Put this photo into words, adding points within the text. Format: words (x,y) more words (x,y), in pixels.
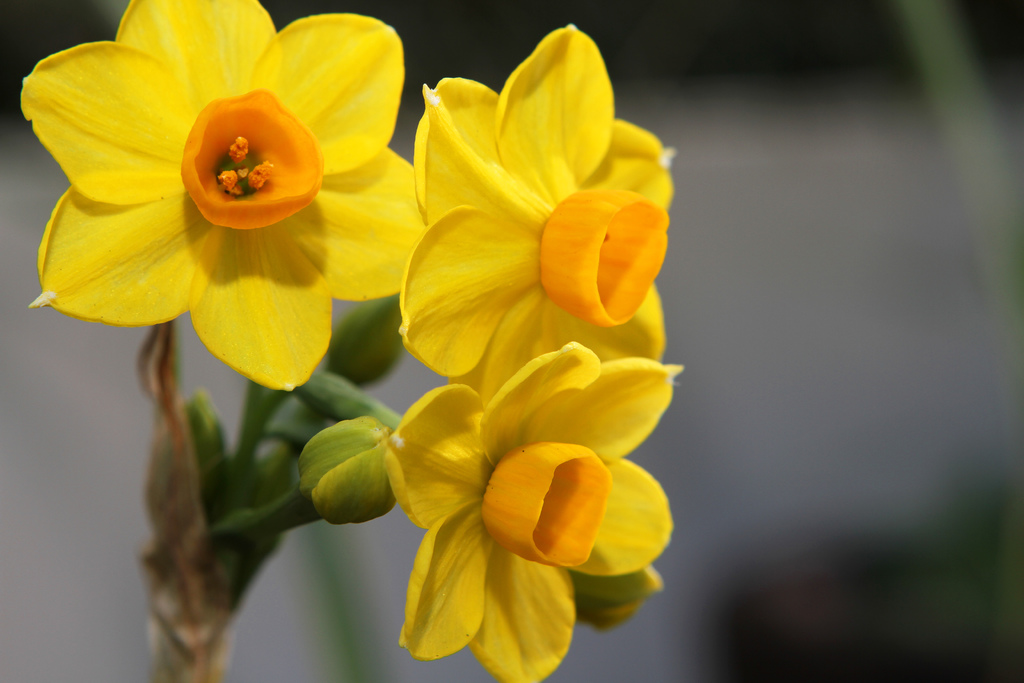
In this image we can see flowers (273,359).
